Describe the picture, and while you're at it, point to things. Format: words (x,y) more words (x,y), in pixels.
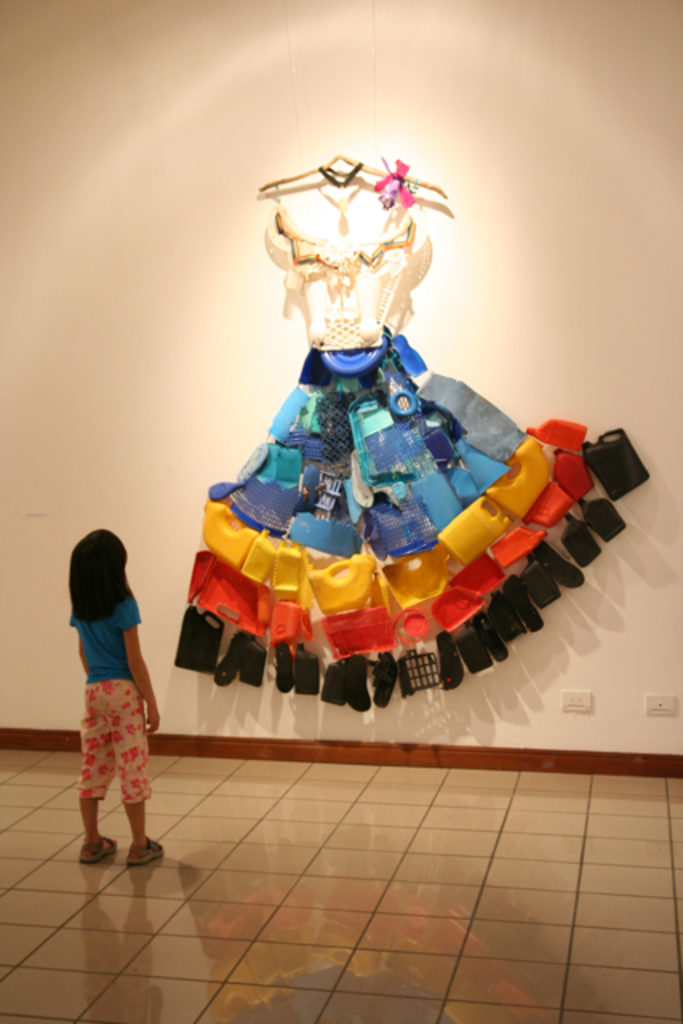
On the left side (124,616), there is a girl (124,620) in blue color T-shirt (124,665), standing on the floor (155,876). In the background (304,416), there are yellow, orange and black color bottles (458,586), blue, white and other objects (363,434) arranged as a dress (304,444) on a white color wall (231,364).
